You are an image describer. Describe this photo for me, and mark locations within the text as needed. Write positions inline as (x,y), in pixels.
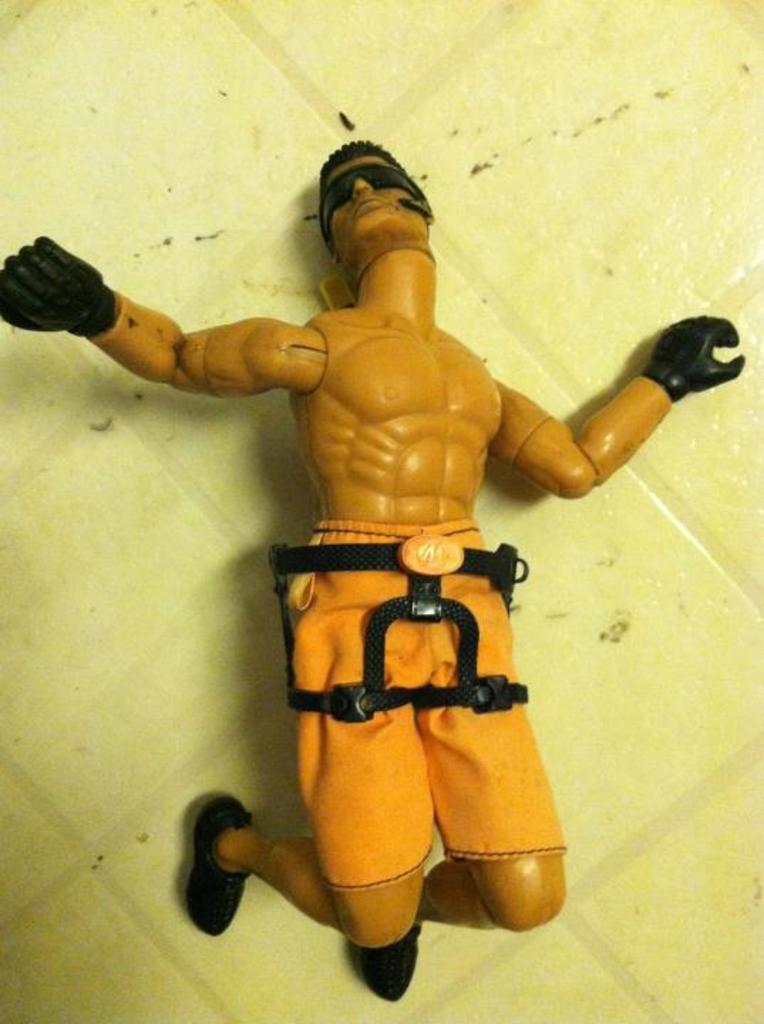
In this image, this looks like a toy (417,487) of the man (442,770). This toy (403,742) has a short (421,754), gloves (88,295), sunglasses (326,218) and shoes (218,888). This is the floor (243,138).
